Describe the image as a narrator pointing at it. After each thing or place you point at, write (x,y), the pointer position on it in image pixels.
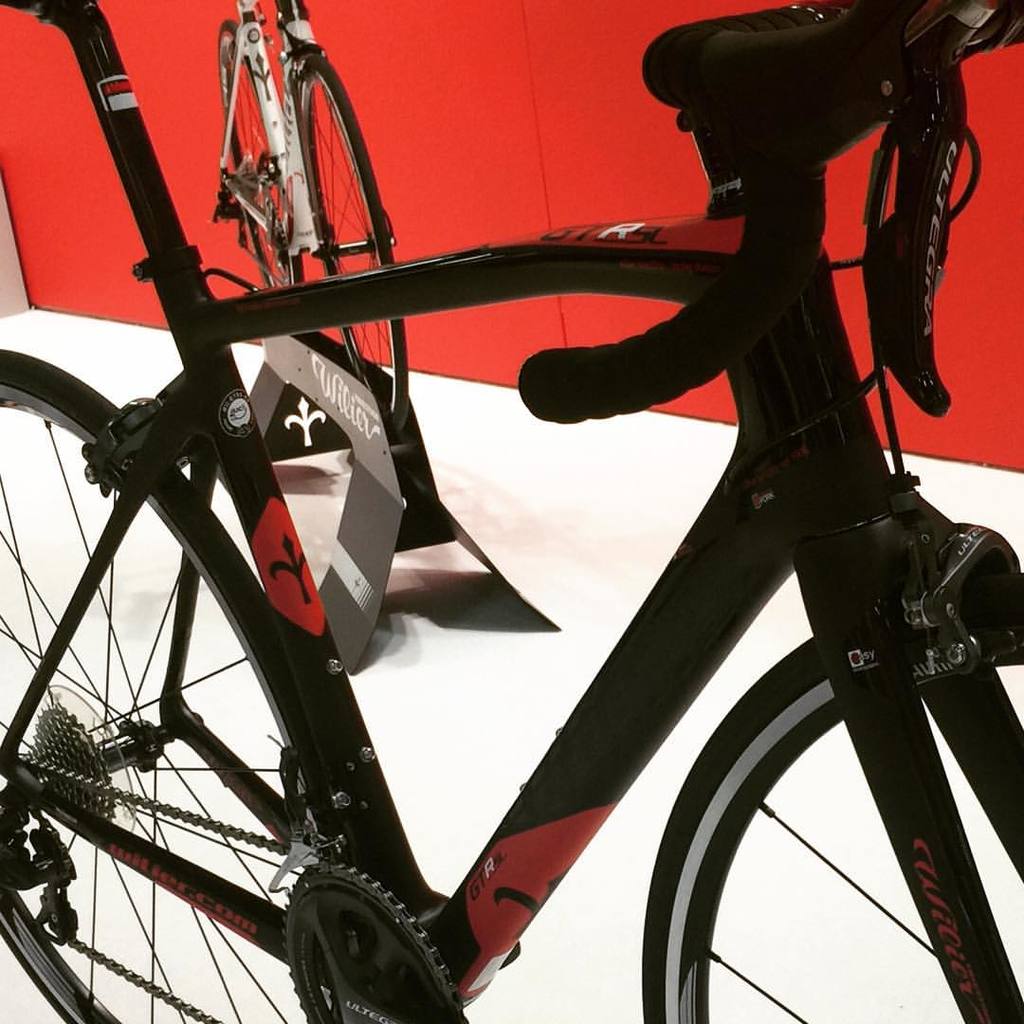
In this picture I can observe two bicycles (357,870) which are in black and white colors. In the background (84,206) I can observe a wall (482,148) which is in red color.
